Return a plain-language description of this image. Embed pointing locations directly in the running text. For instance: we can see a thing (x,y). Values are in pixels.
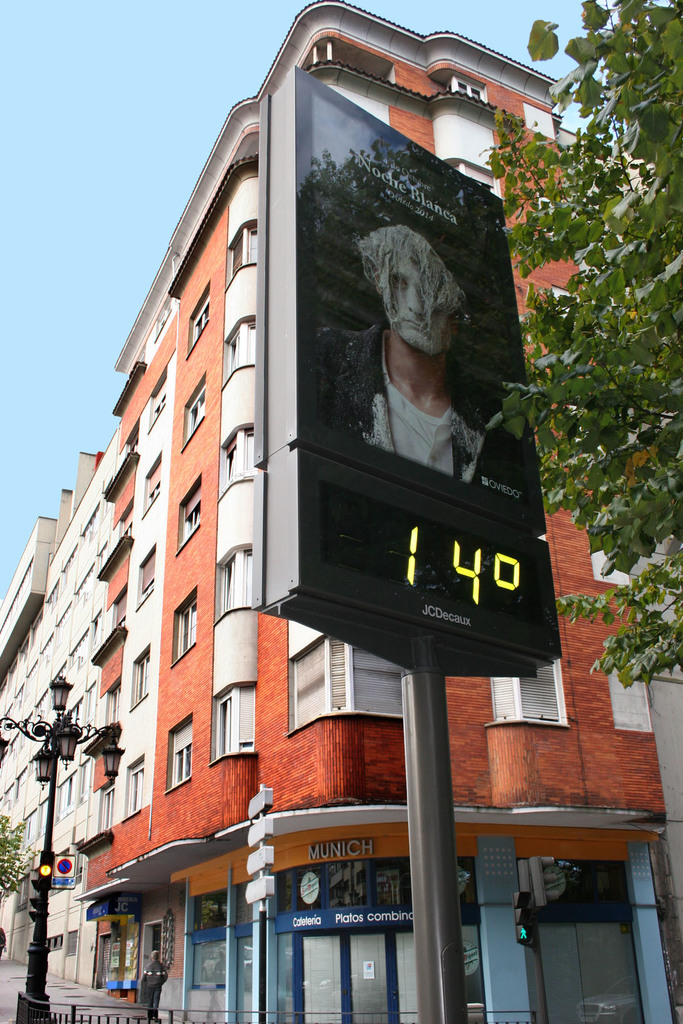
In this image we can see a board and a pole (46,958). There are buildings (315,714) and trees (649,469). In the background (138,100) there is sky (110,153).
